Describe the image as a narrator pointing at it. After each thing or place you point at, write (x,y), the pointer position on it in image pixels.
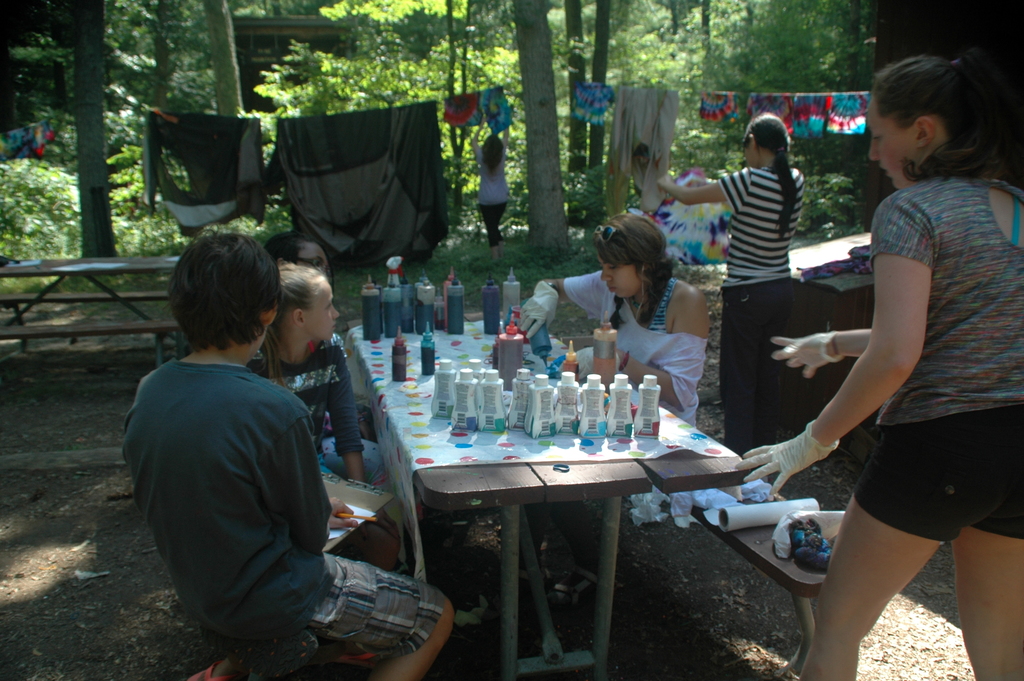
There are group of people (296,386) sitting on a bench (771,573) and there is a table (524,339) in front of them which has some colors (505,358) on it and there are two people (872,299) standing behind it and there are clothes (435,142) and trees (420,43) in the background (489,39).
